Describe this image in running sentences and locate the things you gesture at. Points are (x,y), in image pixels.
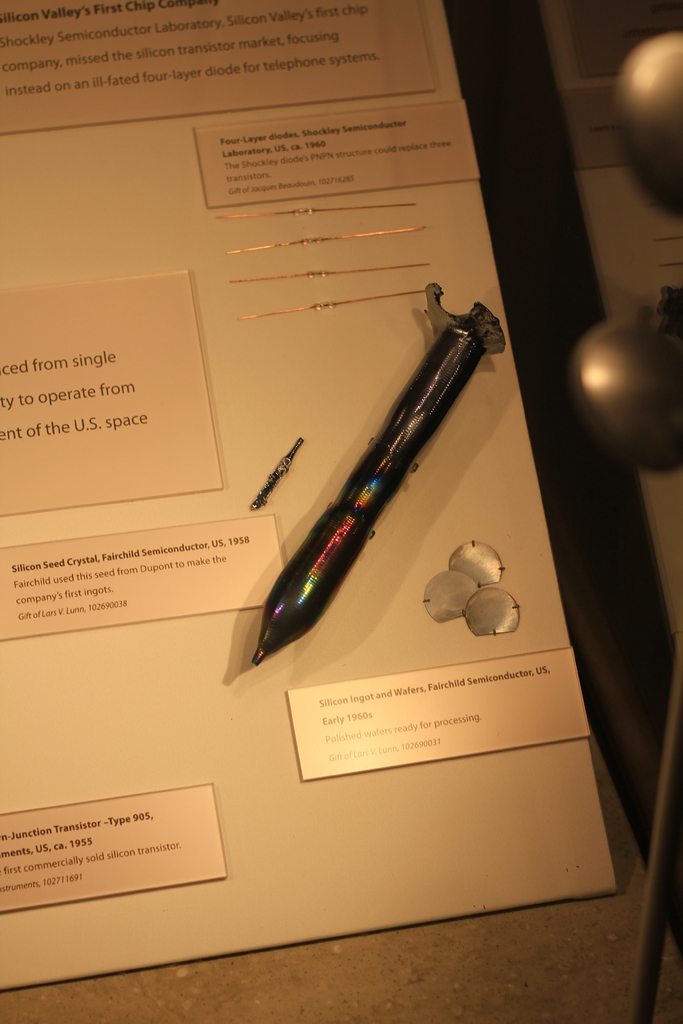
In this image there is a board (237,756) on which there is a silicon ingot (318,548). On the board (102,208) there are some labels (228,130) with the names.
